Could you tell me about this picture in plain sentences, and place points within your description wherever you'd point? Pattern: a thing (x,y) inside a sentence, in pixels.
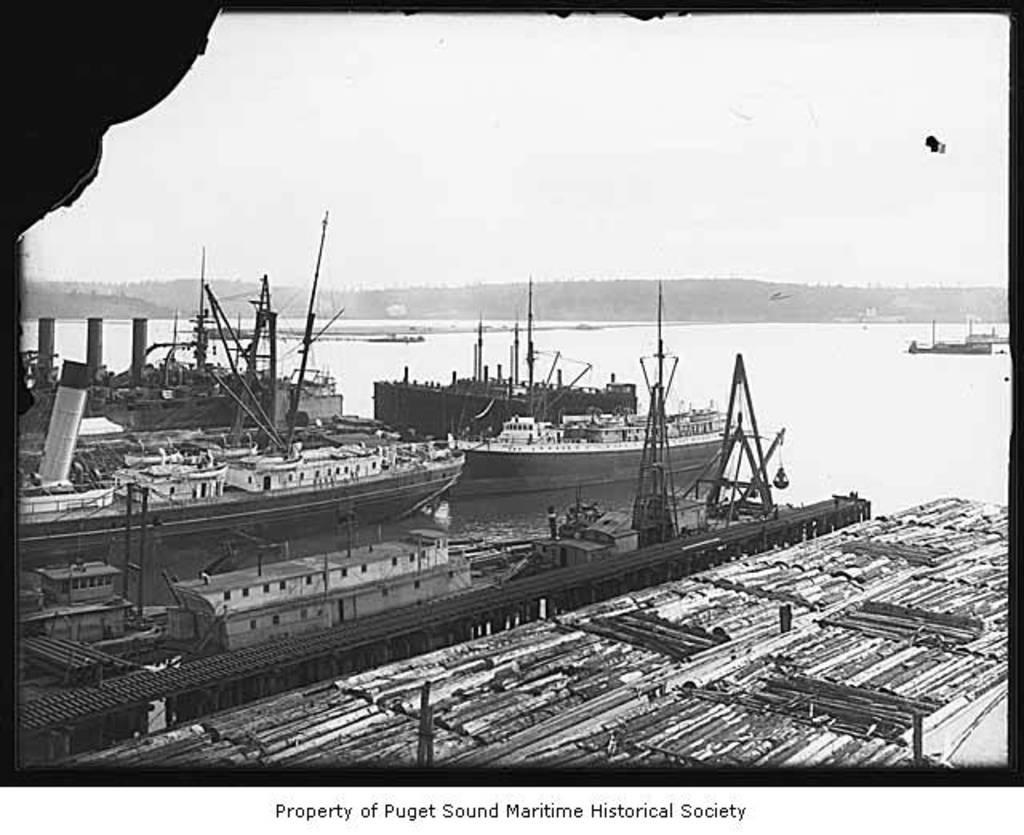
It is a black and white picture. In this image, we can see ships (189,626), water (529,510), poles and few objects (691,715). Background we can see hills (574,314) and sky (61,215). We can see text (494,804) at the bottom of the image (536,817).
